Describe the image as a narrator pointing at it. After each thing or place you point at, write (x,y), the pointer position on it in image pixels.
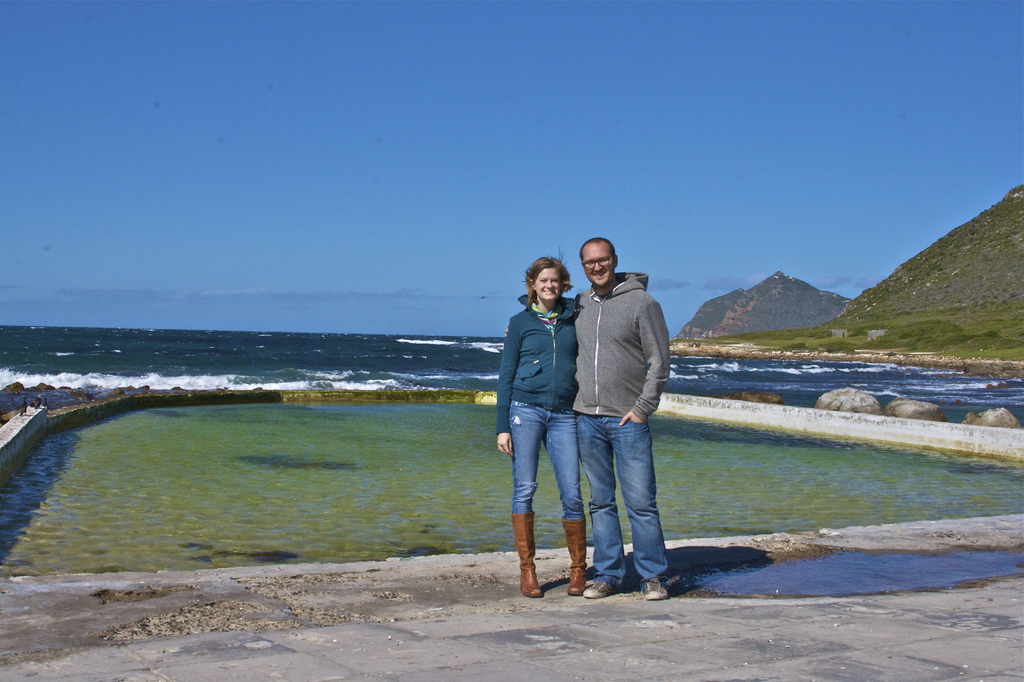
In this image we can see a man (609,419) and a woman (532,445) are standing on the road (463,592). In the background (998,394) we can see water (413,450), rocks (818,407), hills (890,343), and sky (510,226) with clouds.
